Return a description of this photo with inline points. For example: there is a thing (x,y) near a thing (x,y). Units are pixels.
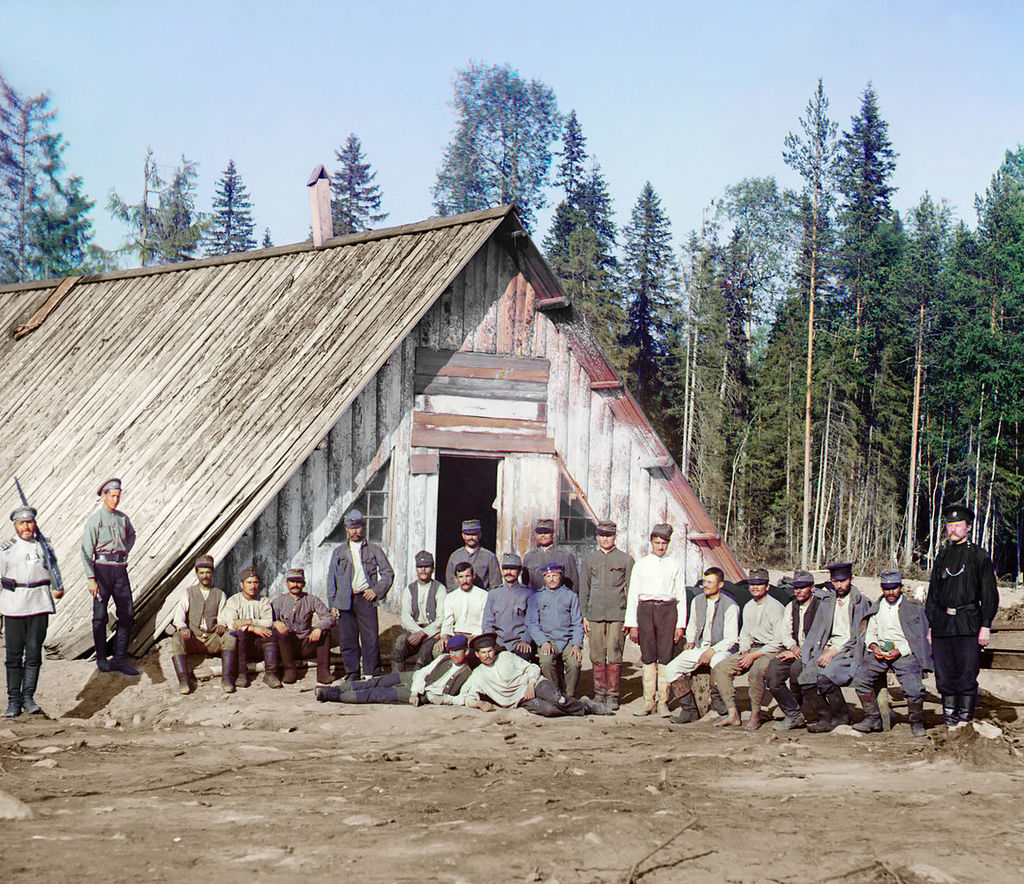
In the center of the image (520,525) there is a shed (379,502) and we can see people (202,602) sitting and some of them are standing. In the background (118,145) there are trees (990,299) and sky (303,51).
